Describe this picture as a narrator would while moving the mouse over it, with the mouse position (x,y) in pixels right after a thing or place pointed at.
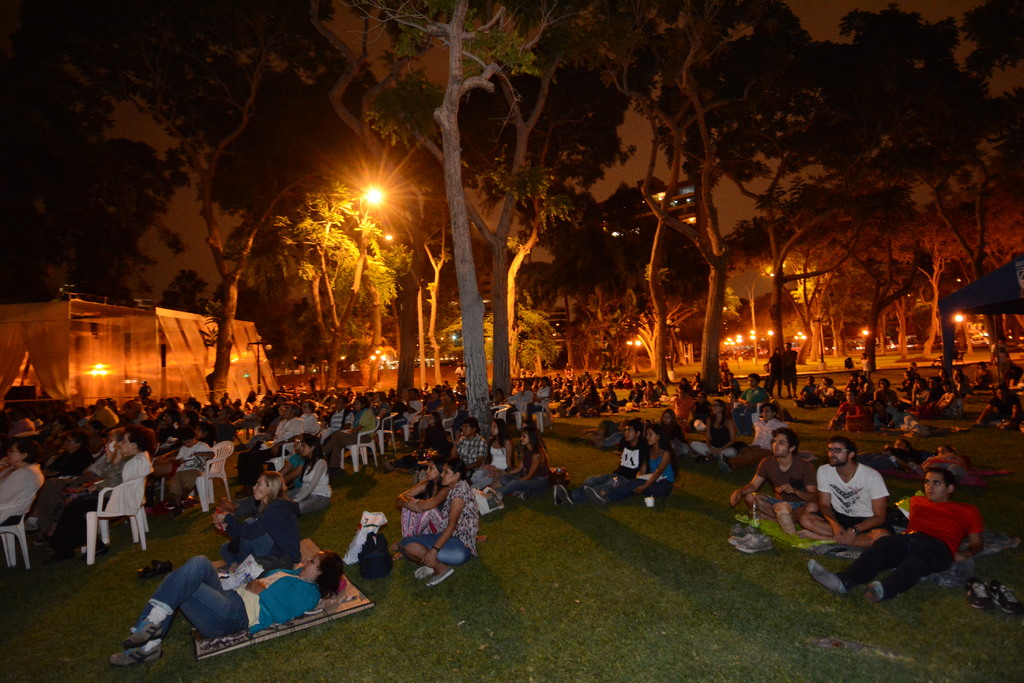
In the foreground of this image (709,513), there are persons (438,425) sitting on the chairs (362,443) and on the grass (605,514) and few (328,596) are lying on it. In the background (944,262), there are trees (386,252), lights (366,197), shelter (200,378), curtains (47,363), a building (691,216) and the dark sky (821,29).
